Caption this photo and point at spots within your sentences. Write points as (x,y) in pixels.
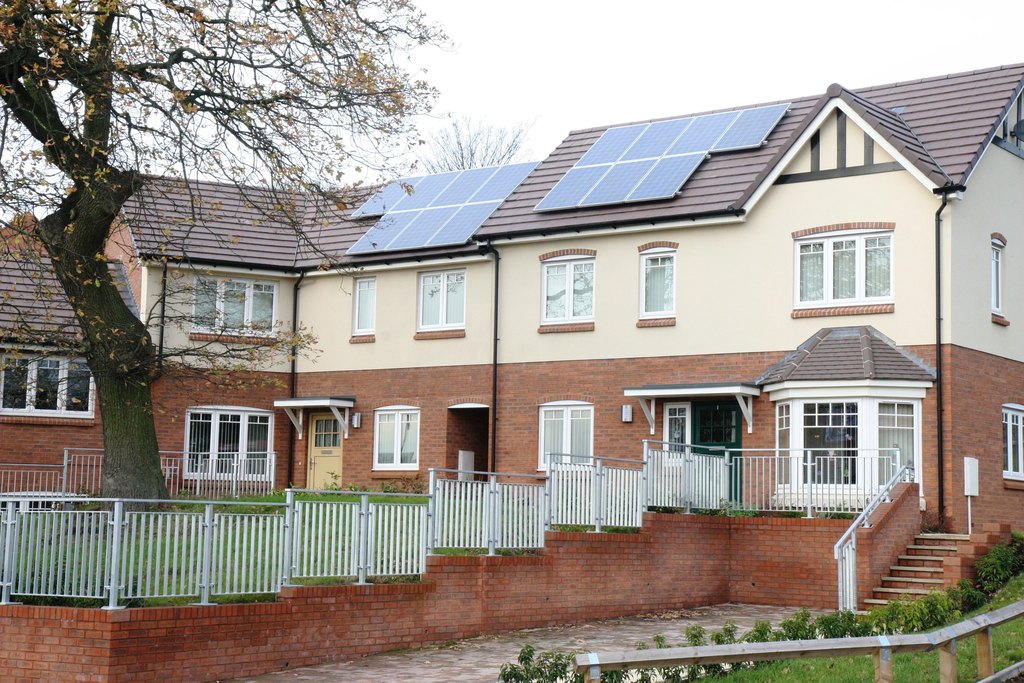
In this picture we can see a house (334,238) and in front of the house (375,228) there is a tree (55,256), iron grilles (598,469), walls (908,523), steps (933,550), plants (805,618) and grass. Behind the house (590,377) there is the sky (764,17).
